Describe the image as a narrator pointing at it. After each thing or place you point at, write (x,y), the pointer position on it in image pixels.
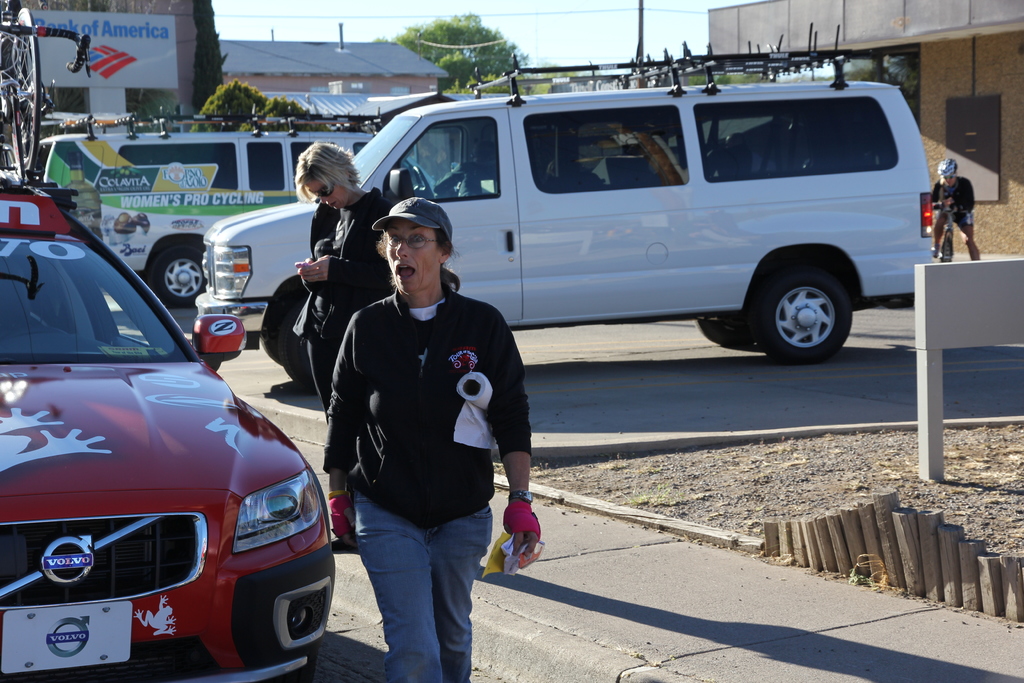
In this image there is the sky (498,19) towards the top of the image (315,12), there are trees (476,31), there are buildings (384,80), there is a board (124,47), there is text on the board (105,42), there is road (699,376), there are vehicles (704,197) on the road (879,352), there is a wall (1007,67) towards the right of the image (970,139), there is an object (993,125) on the wall (966,79), there are two women (371,295), they are holding an object (488,566), there is a person (956,212) on a bicycle (956,212), there is text (191,171) on the vehicle (197,200), there is a wooden object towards the right of the image (930,551).
